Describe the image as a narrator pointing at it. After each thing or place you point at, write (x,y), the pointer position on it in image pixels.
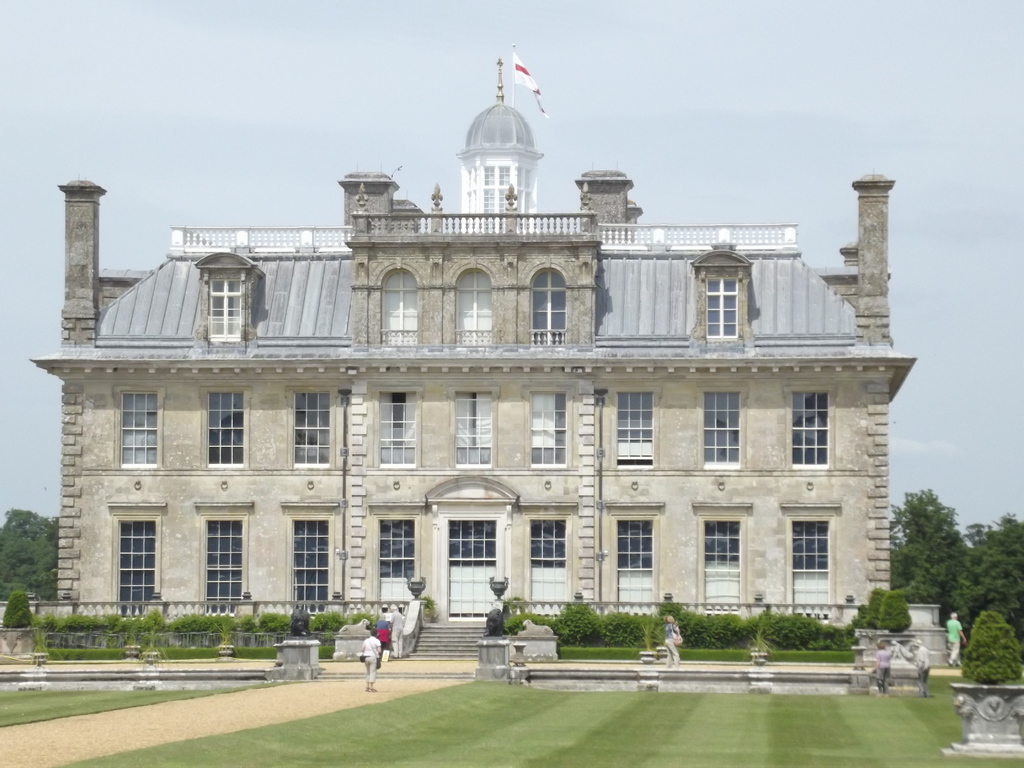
This picture is clicked outside. In the foreground (52,701) we can see the green grass (449,687), plants (977,625), group of people (947,651) and some other items (21,643) and we can see the sculptures (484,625) of some animals (299,637). In the center (568,283) we can see the building (457,216) and we can see the dome (504,121) and the flag (515,77). In the background (190,82) we can see the sky (709,145) and the trees (9,569) and we can see the stairs (463,639), railing (560,610) and the windows (219,584) and doors (481,561) of the building (482,341).
